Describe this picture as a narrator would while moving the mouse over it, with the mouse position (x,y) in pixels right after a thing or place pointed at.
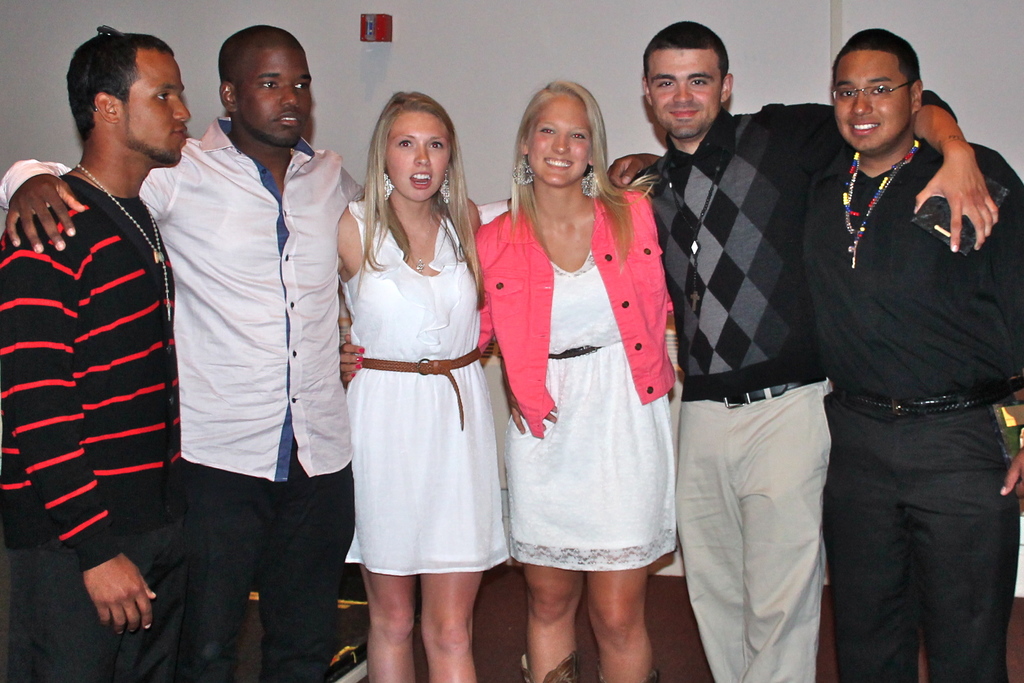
This image consists of group of persons (441,328) standing and smiling. In the background (419,43) there is a wall (464,34) which is white in colour.
